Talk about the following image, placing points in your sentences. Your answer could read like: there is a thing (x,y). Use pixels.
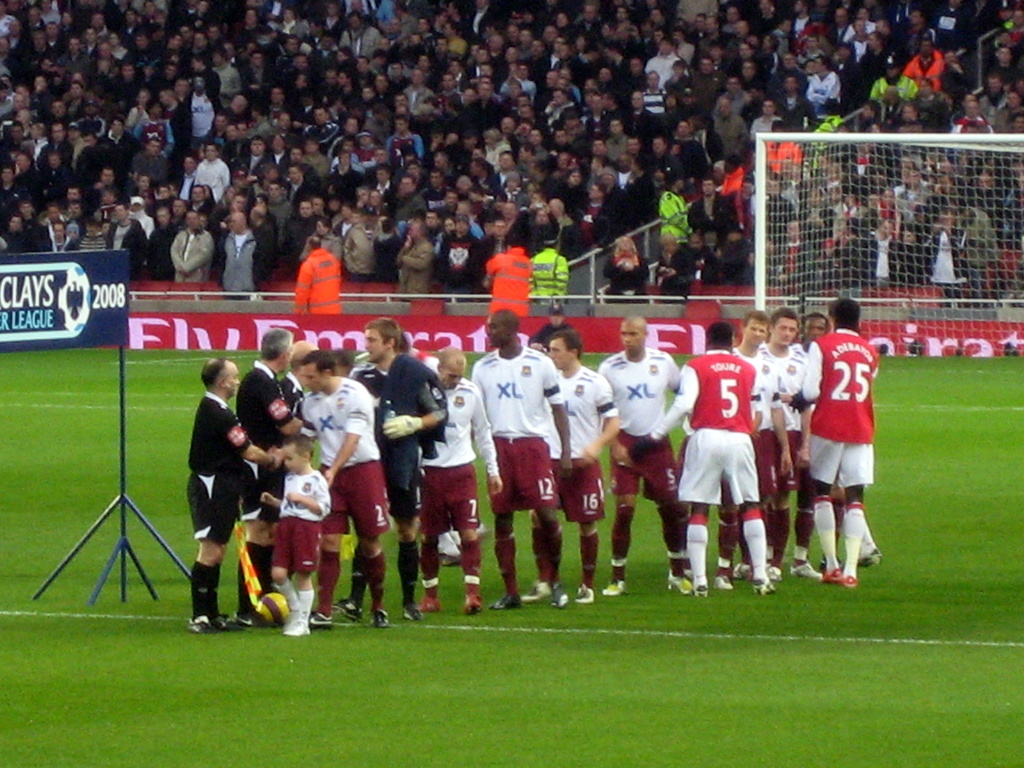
In the center of the image (493,379) there are people (284,474) standing. In the background of the image (598,208) there are people (525,165) in stands (368,117). To the right side of the image (816,199) there is a goal post (845,208). At the bottom of the image (432,689) there is grass (170,735). To the left side of the image (55,259) there is a board (39,259) with text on it.
